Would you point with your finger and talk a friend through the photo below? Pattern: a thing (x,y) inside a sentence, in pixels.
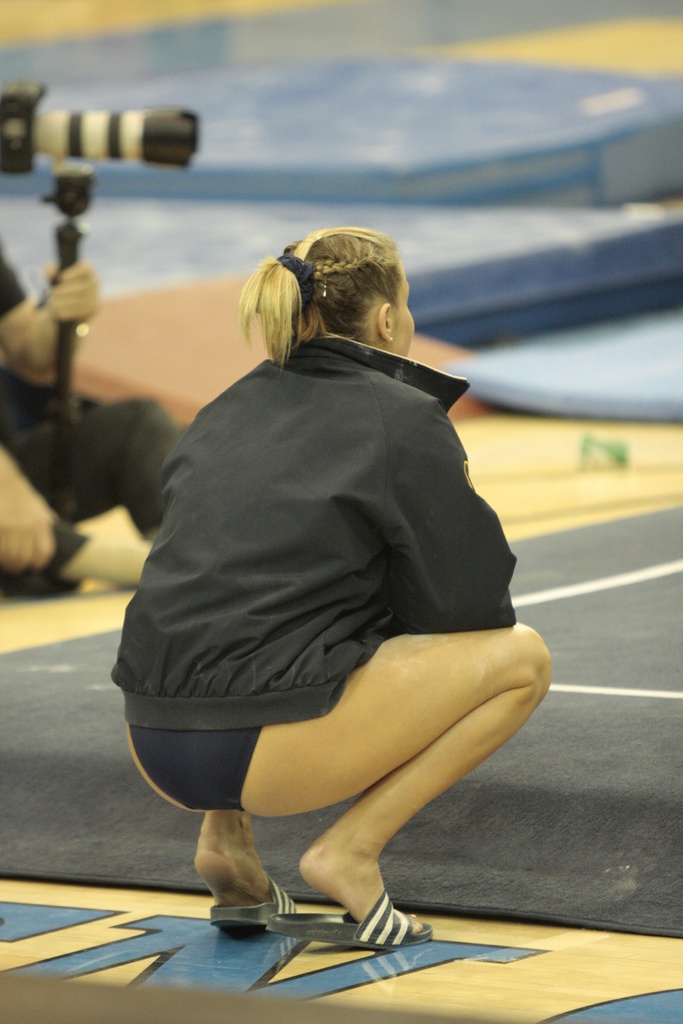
In this picture I can see a woman (309,767) and another human (4,426) on the side holding a camera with the help of a stand (62,370).
